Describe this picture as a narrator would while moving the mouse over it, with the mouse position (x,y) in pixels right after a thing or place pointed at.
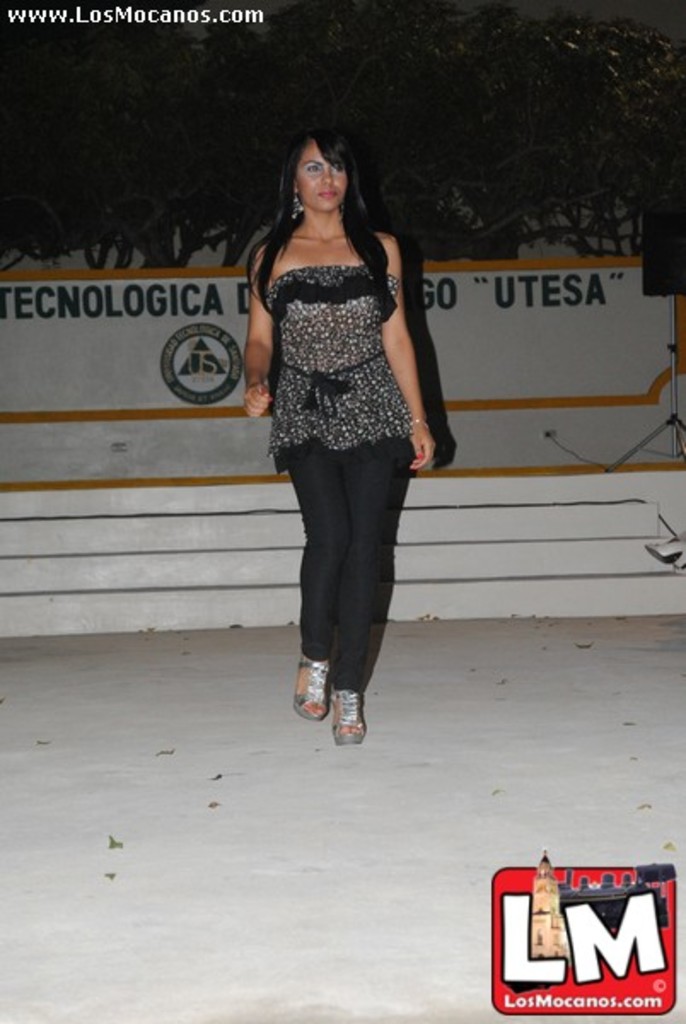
In this image we can see a woman (369,553) standing on the ground (434,798). On the backside (574,617) we can see the staircase (502,540), a wall (450,360) with some text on it, a speaker (648,236) on a stand (672,325) and a group of trees (209,200).
